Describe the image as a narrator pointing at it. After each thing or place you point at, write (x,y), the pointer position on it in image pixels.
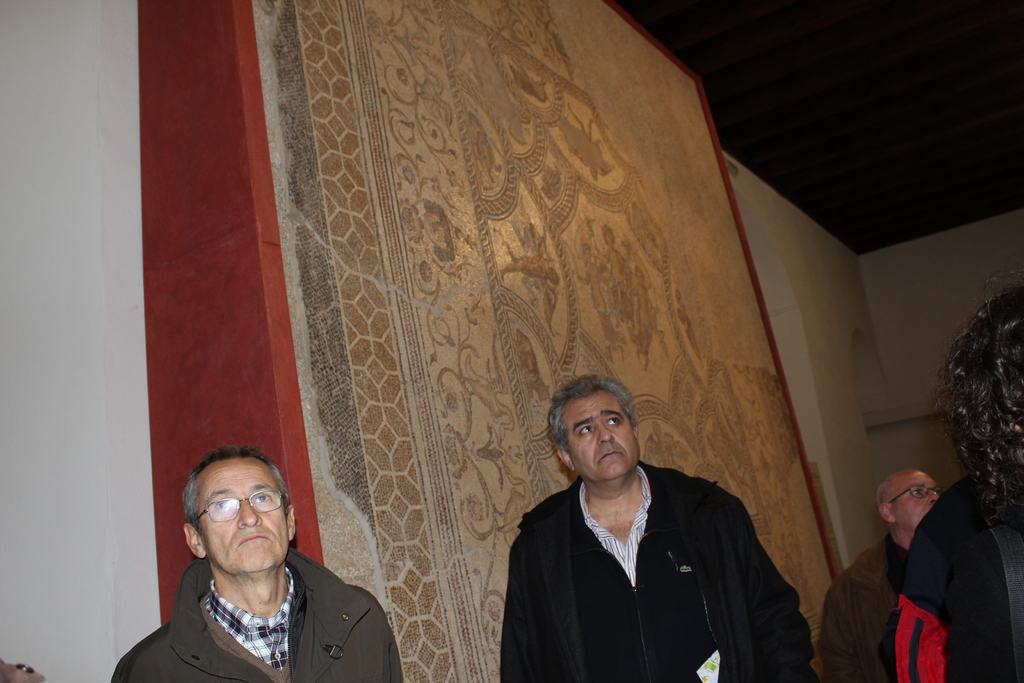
In this image I can see group of people (699,603) standing behind them there is a wall (532,326) on which we can see some art (405,197).
